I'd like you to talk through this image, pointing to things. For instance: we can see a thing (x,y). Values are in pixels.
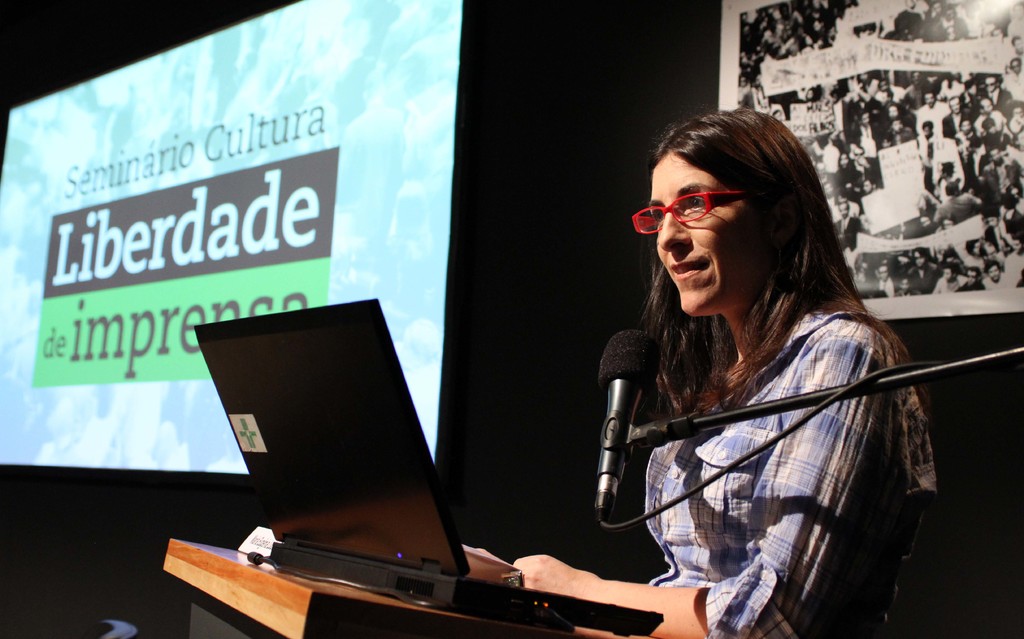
This image is taken indoors. At the bottom of the image (297,594) there is a podium (253,597) with a laptop (484,601) on it. On the right side of the image (693,239) there is a mic (606,461) and a woman (731,479) is standing on the floor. In the background (536,173) there is a poster (831,88) on the wall (623,137) and there is a projector screen (161,301) with a text (158,256) on it.
